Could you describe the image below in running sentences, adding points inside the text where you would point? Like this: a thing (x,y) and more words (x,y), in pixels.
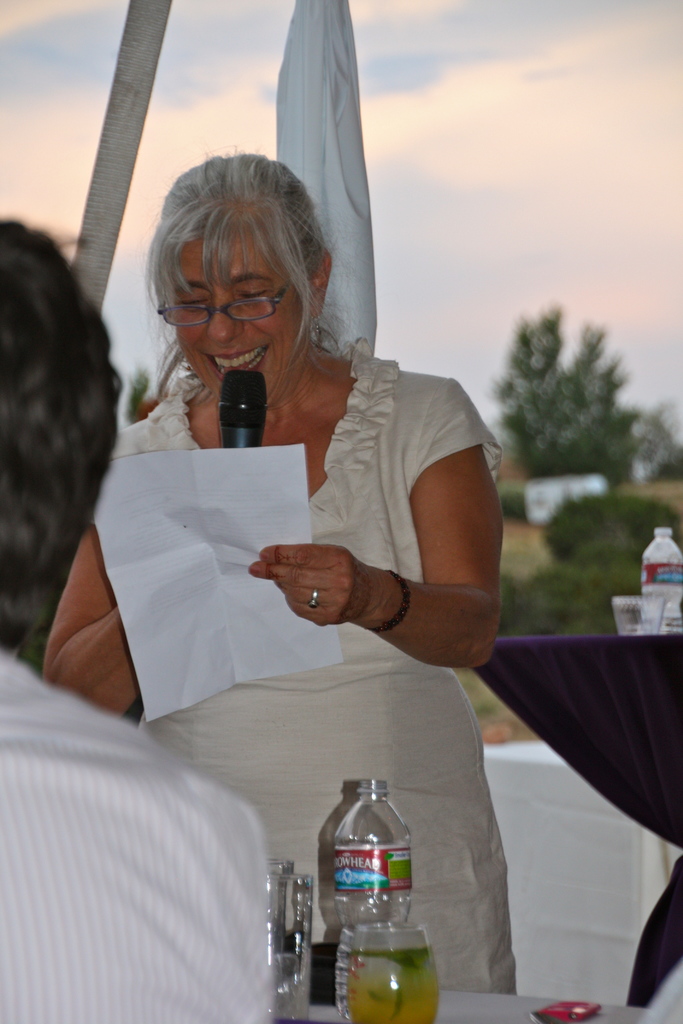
In this image we can see a woman (266,389) standing and holding a mic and paper (157,544) and in front of her there are some objects (379,1011) like bottle (343,965), glasses (294,945) and other things (312,983). There is a person (53,799) on the left side (105,365) and in the background (644,614), we can see some objects (659,593) on the table (523,674) and there are some trees (548,382).
